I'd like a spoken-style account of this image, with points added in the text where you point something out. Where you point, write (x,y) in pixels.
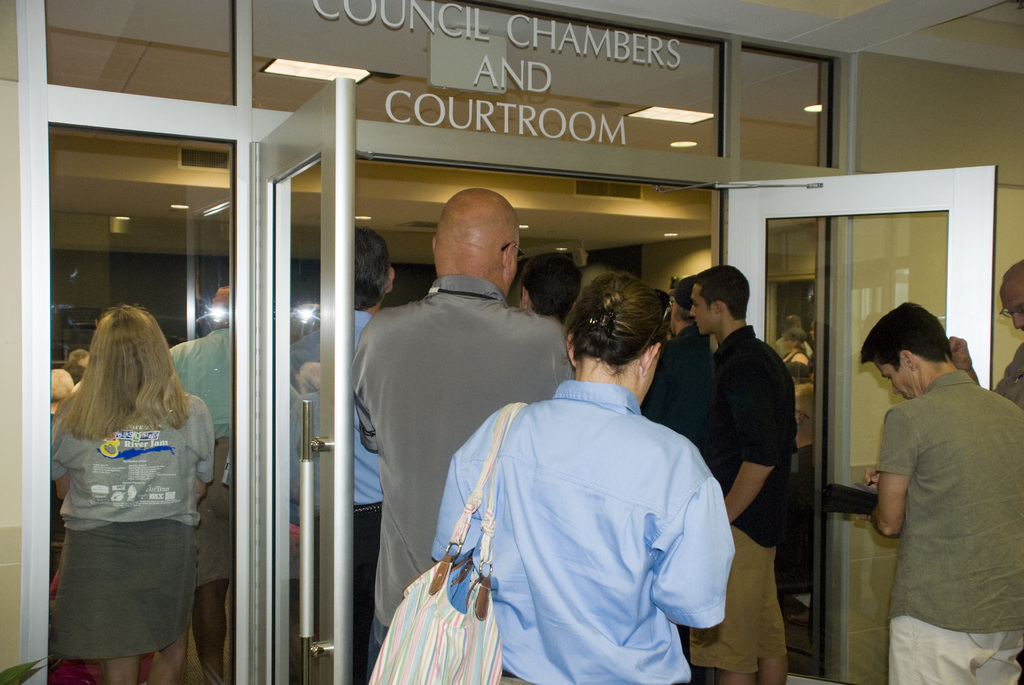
In this picture we can see the inside view of a room (246,606). And few people (158,606) are standing here. And she is carrying her bag (468,604). This is the door (312,312) and these are the lights (670,108).
